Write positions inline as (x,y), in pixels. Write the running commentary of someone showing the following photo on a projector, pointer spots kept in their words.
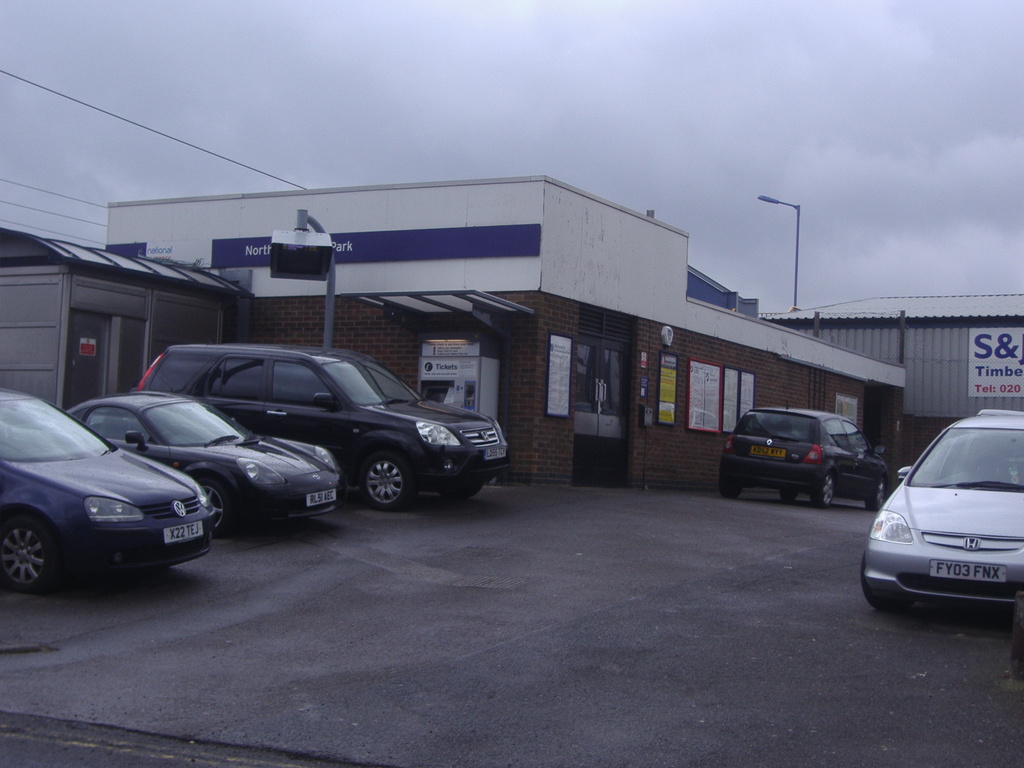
In this image we can see motor vehicles (206,520) on the road (364,578), buildings (417,312), street pole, street light (797,246), shed (835,336), advertisement boards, cables (92,202) and sky (501,131) with clouds (136,172).
